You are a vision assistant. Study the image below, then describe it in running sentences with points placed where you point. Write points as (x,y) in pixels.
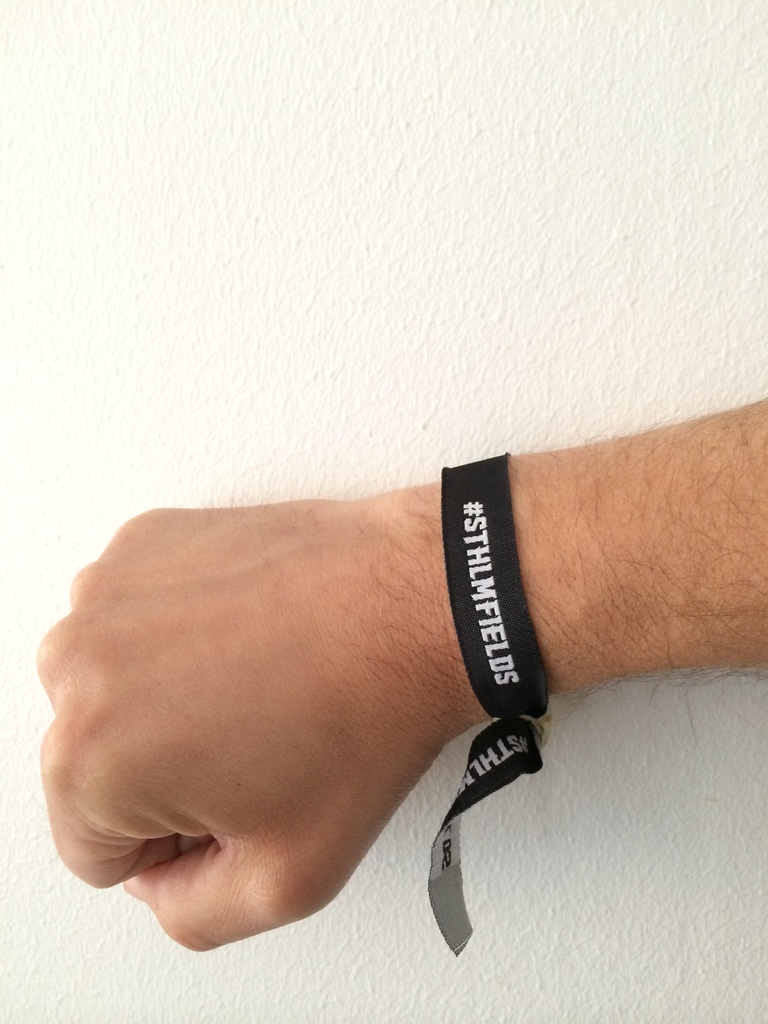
This picture is mainly highlighted with a human's hand (235,610). We can see a wristband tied over to the hand (392,591). On the background (451,264) we can see a white colour and i guess it's a wall (495,195).
